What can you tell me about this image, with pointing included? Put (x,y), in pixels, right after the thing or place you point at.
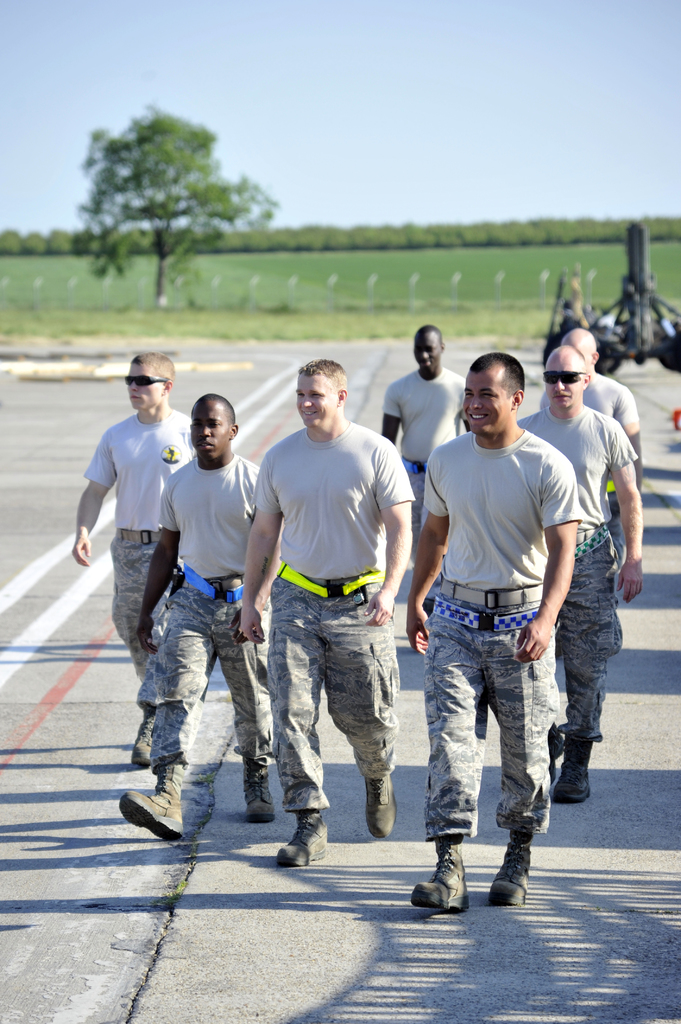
In this picture I can see some people (319,560) are wearing t-shirt (345,534), trouser (161,612) and shoes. They are walking on the road (412,833). In the background (388,289) I can see the farmland (447,295), trees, plants (458,291), fencing (454,281) and grass (261,323). At the top (319,80) I can see the sky (423,60).
